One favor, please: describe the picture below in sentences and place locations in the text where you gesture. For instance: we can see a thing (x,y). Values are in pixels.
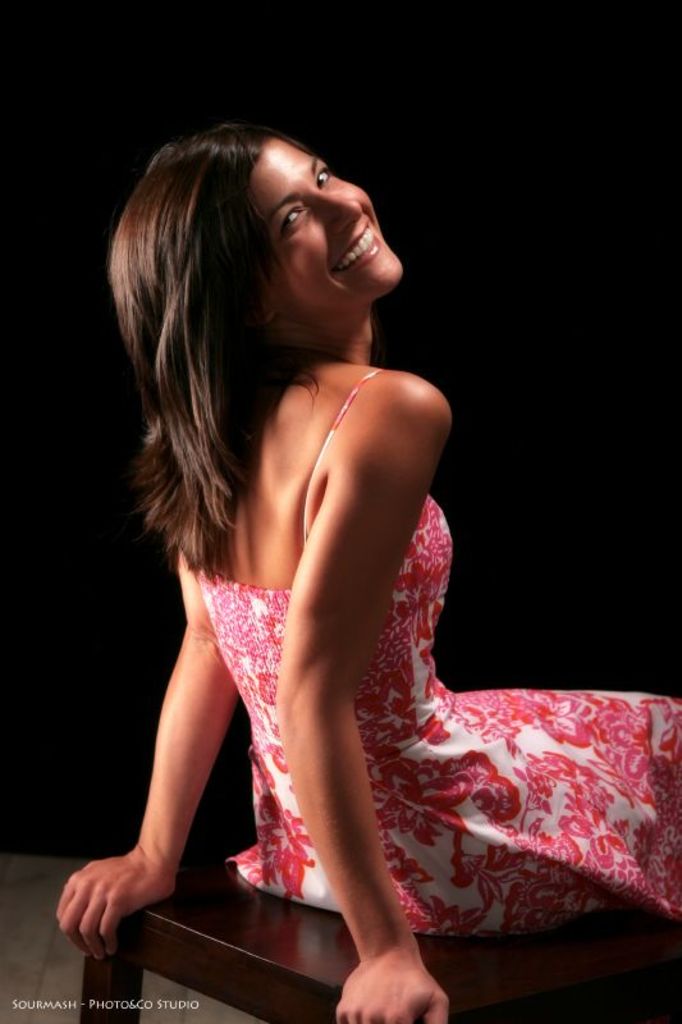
The women (407,701) wearing pink dress (406,726) is sitting on a stool (352,934) and smiling.
